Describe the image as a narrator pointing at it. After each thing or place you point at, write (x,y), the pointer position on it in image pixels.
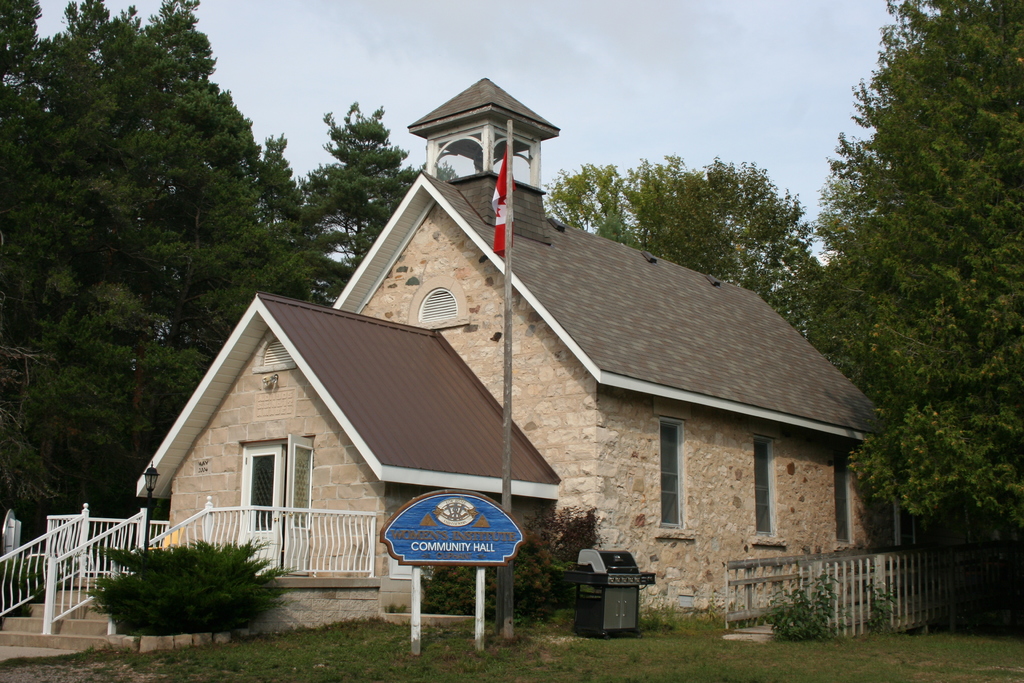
This picture is clicked outside. In the center (466,410) we can see the house (466,366) and we can see the door (284,447) and the windows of the house (536,340) and there is a flag (499,171) and a board (448,528) attached to the poles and we can see the hand rails (80,597), stairs (84,627), fence (778,580), barbecue grill (623,588), plants (796,620) and trees (1004,365). In the background (622,147) there is a sky (621,87).
